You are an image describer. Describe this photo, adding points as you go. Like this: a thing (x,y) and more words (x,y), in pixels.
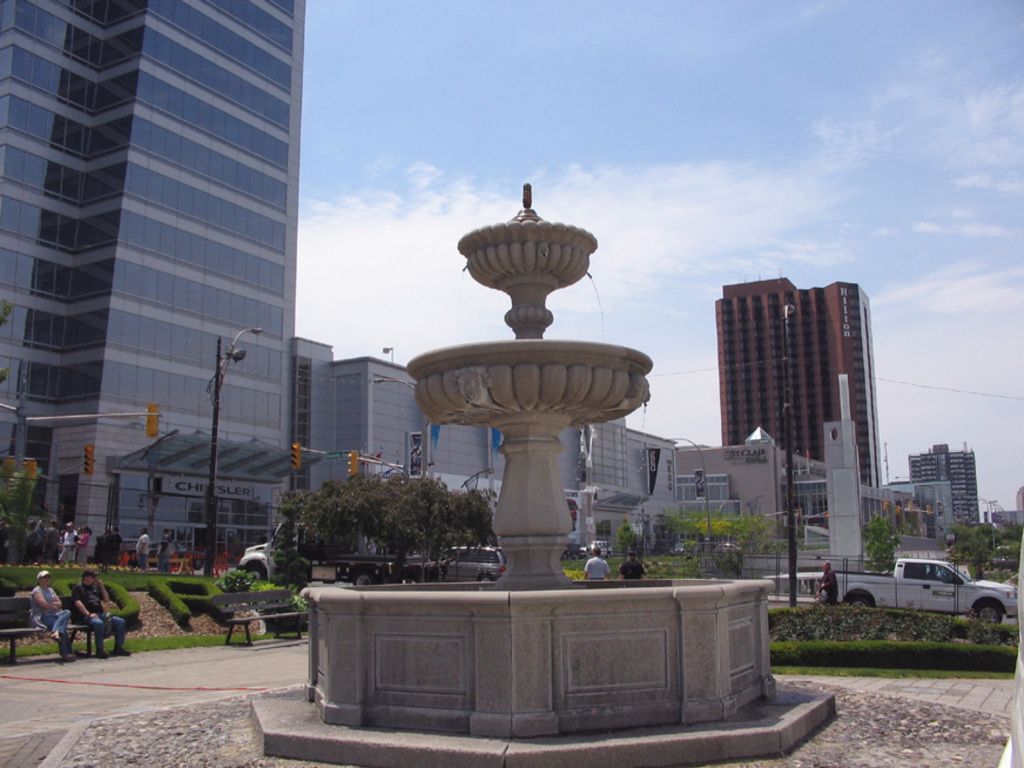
This is an outside view. In the middle of the image (482,375) there is a fountain (509,357). On the left side (57,624) two people (60,609) are sitting on a bench (19,622). In the background (226,539) there are some plants (115,600), trees (407,548) and buildings (679,455). On the right side (902,586) there is a vehicle (918,593). At the top of the image (748,53), I can see the sky (428,247) and clouds (406,273).
